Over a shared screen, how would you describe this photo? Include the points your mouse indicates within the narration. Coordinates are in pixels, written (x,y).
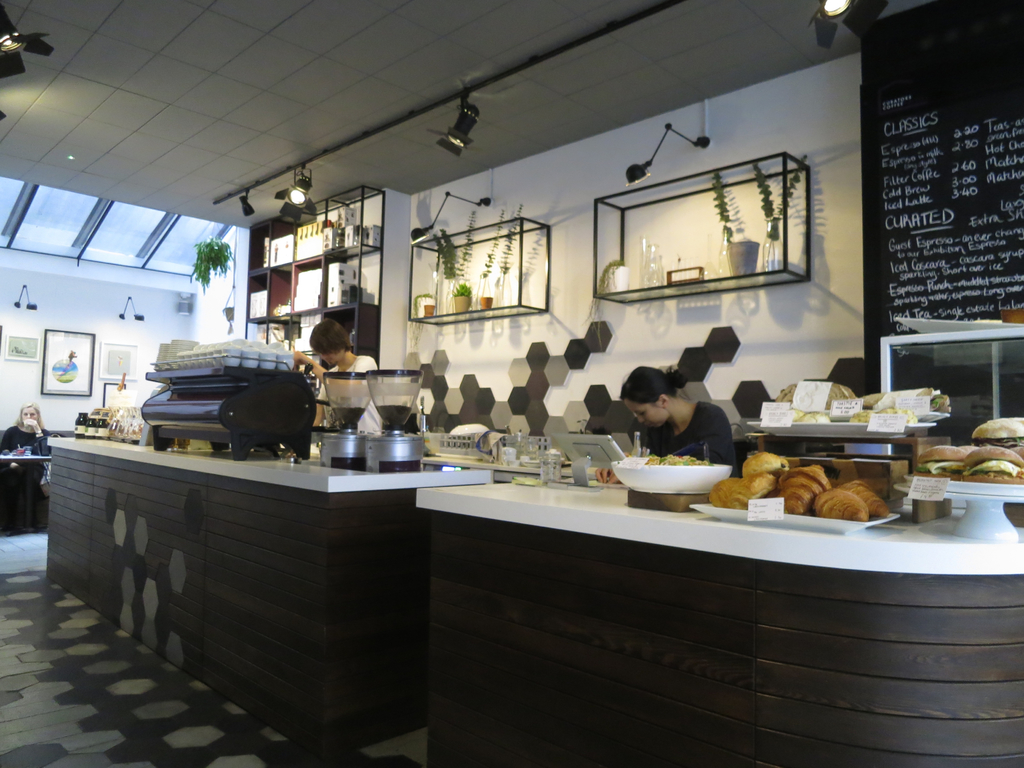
This is a cafeteria (582,672) which has two long tables (395,555) and on the table (170,511) we have some stands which are used for putting the things (253,344) and the coffee maker (294,388) and on the other table (824,542) we have some buns (857,511) and burgers (985,434) on the tables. To the wall (392,231) side we have two shelves (548,225) in which the plants (720,211) are placed and some show lights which are placed. And there are two people (651,373) in the cabin (645,361) and on the top right side (1001,242) there is list of items (939,119) and their price.
